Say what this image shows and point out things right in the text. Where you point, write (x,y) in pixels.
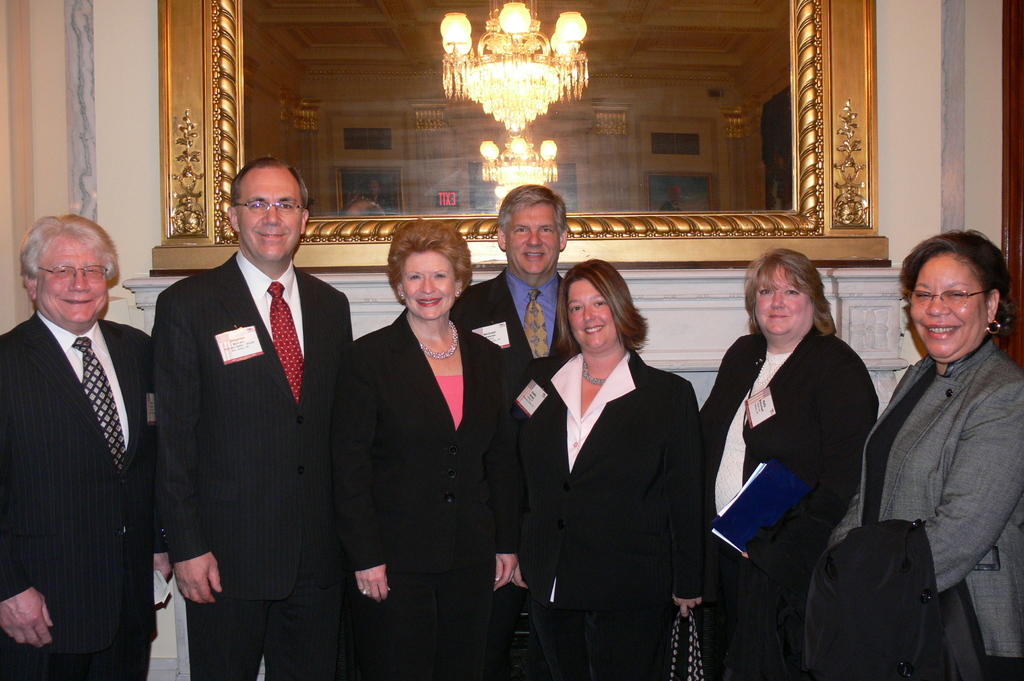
In this picture there are four women (975,598) who are wearing suit (837,441). On the left (318,329) there are three men (91,338) who are wearing suit (471,317). Everyone is smiling. They are standing near to the wall (693,343). On the wall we can see the mirror (571,149). In the mirror (436,76) we can see the reflection (548,60) of the chandeliers (530,37), doors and windows (674,136).
